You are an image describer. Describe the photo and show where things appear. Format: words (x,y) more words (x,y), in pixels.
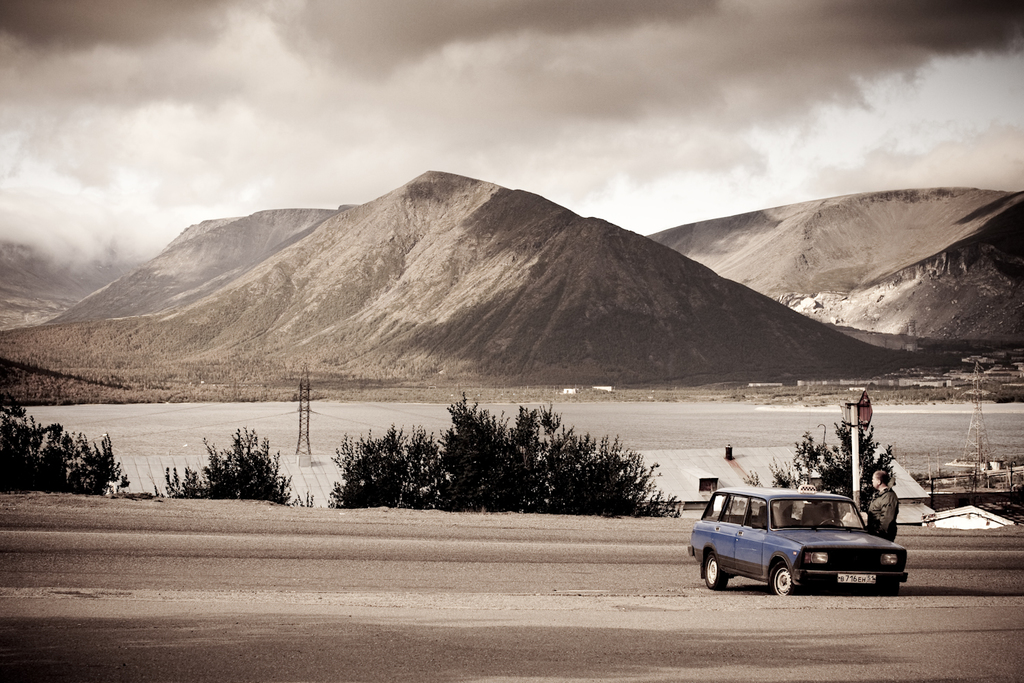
This is an edited image. In this image, on the right side (876,487), we can see a man (893,493) standing in front of the car (848,568), hoardings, plants (839,426), pole (978,383), houses (961,510), trees (986,398). In the middle of the image (551,452), we can see some trees (584,482), house (161,475). On the left side (31,439), we can also see some plants (23,466). In the background (232,430), we can see some water (229,418) in a lake (232,430), electric pole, rocks (938,295), mountains (618,325). At the top (522,118), we can see a sky (512,49) which is cloudy, at the bottom (399,568), we can see a land (151,556) with some stones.
